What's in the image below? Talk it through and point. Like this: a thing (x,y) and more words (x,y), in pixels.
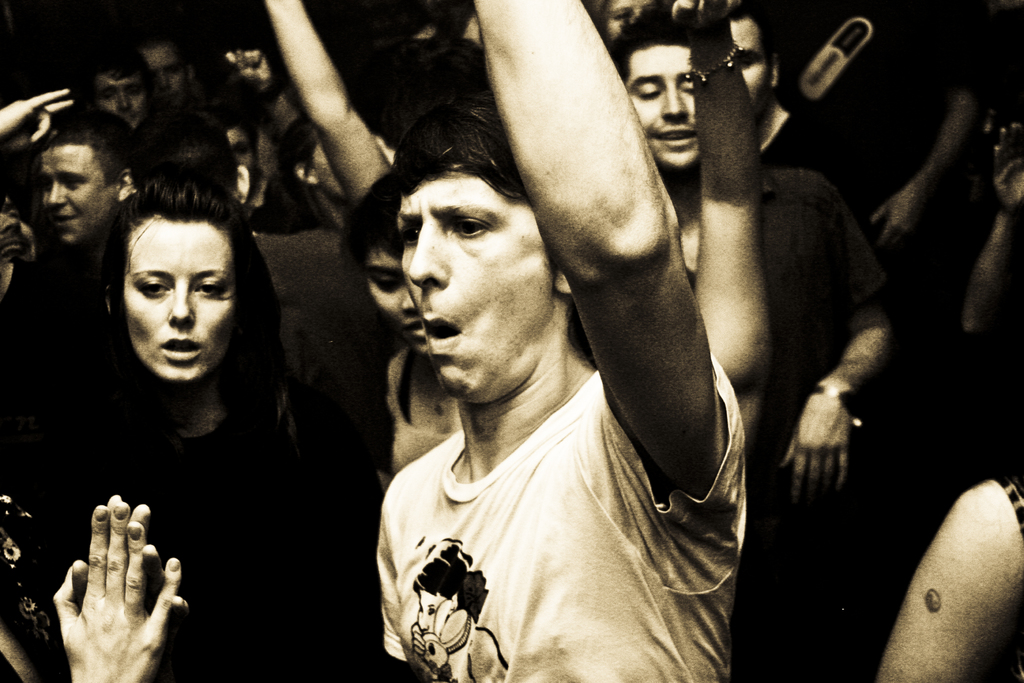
Here in this picture we can see number of people (498,155) standing over a place and shouting something by raising their hands (527,109) in air.
